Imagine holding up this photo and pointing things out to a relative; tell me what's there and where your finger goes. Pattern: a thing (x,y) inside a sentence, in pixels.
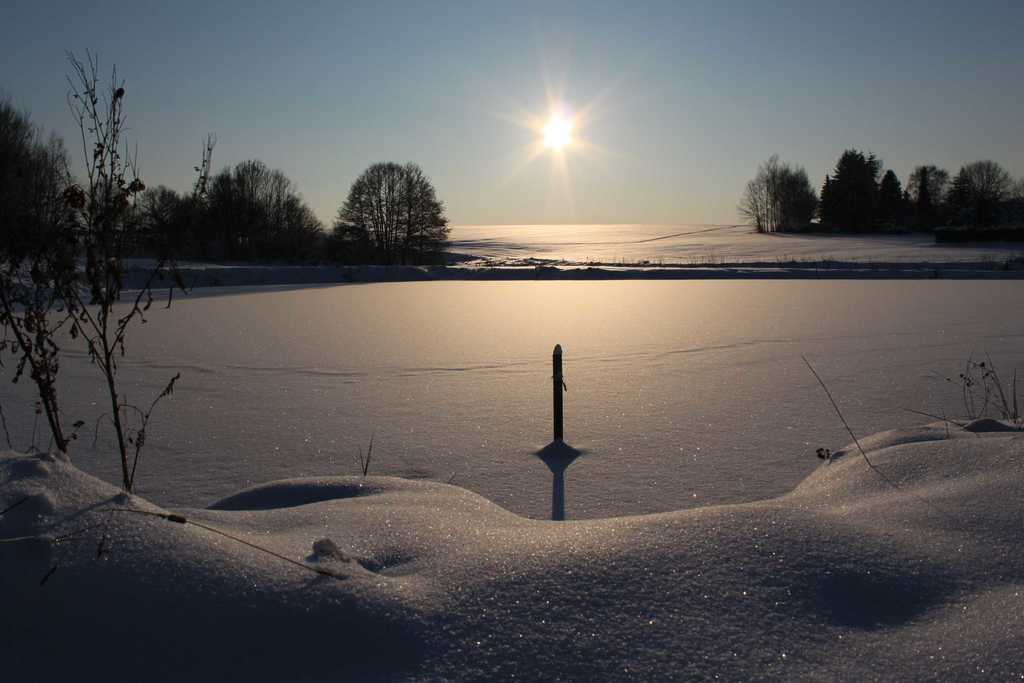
At the bottom of the image (517,555) I can see the snow (516,526). In the background (329,237) there are many trees (873,195). At the top (615,51) I can see the sky (532,64) along with the sun (559,133).
